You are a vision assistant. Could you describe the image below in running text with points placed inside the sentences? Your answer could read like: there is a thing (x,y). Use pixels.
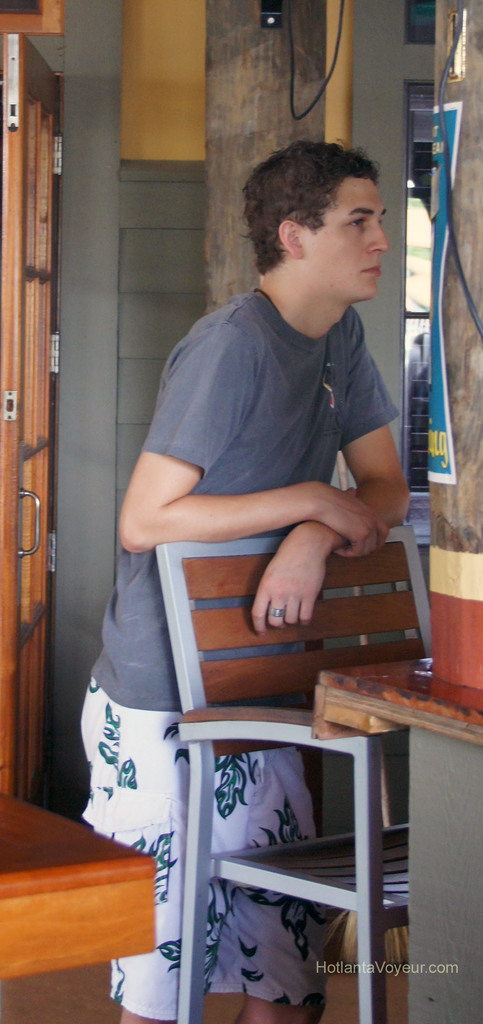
In this image I see a man (295,263) who is wearing grey t-shirt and shorts (223,971) which is of white and green in color and I see a chair (347,658) over here and on this pole (474,631) I see a poster (439,368) and I see 2 wires (477,316) and I can also see another wooden pole (231,152) over here and I see the door (55,515) and the door handle (36,522).
